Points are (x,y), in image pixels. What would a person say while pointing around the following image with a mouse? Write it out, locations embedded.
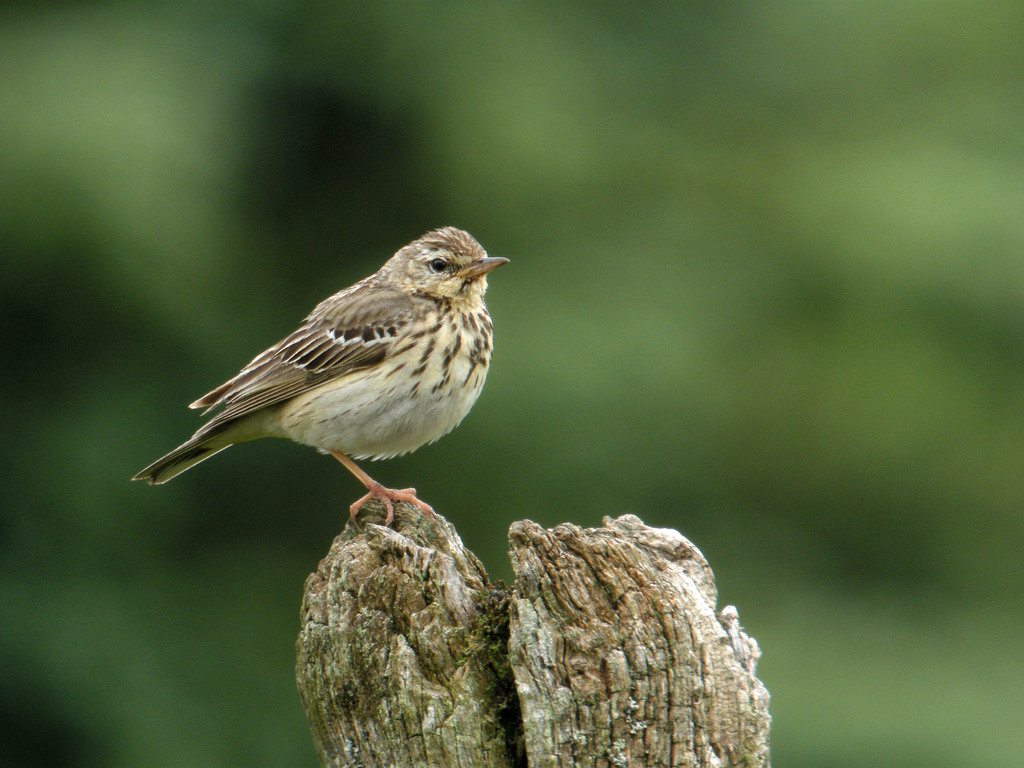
There is one bird (354,357) on a wooden object (542,638) as we can see in at the bottom of this image (390,630).
